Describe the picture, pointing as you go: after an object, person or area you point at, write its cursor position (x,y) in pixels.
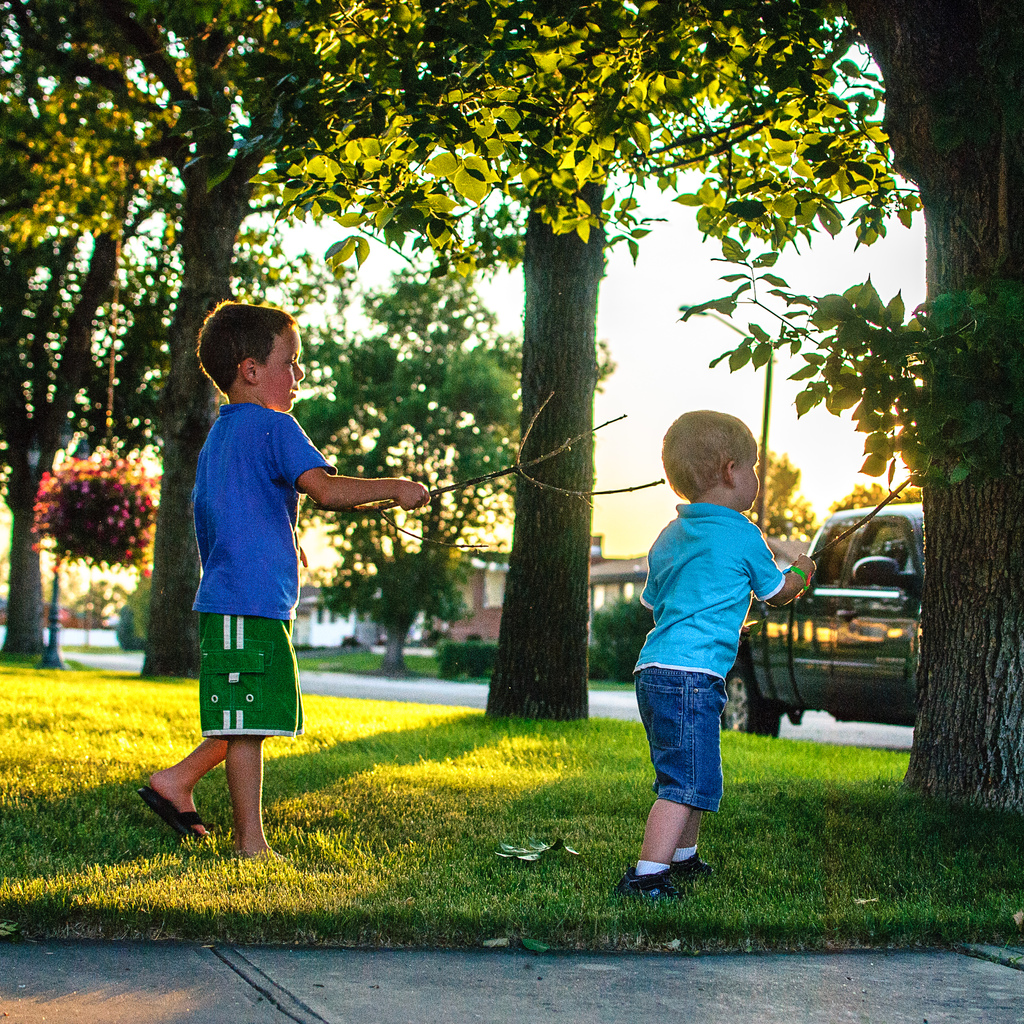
In this picture I can see couple of boys (701,702) holding sticks (452,545) in their hands (394,486) and I can see trees (430,351) and few houses (371,636) and I can see a mini truck (831,654) parked and I can see grass (406,846) on the ground (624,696) and a pole (760,508) and I can see clear sky (659,254).
